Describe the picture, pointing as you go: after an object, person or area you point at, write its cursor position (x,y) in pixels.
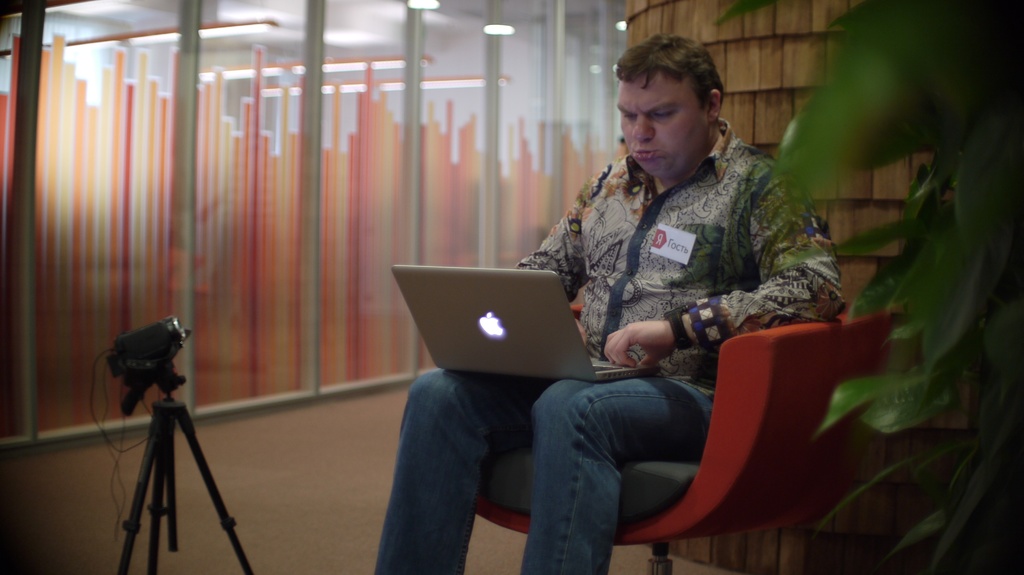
A man (677,339) is sitting on the chair (751,417) and working in the laptop (640,369) left side (244,219) there is a glass wall (231,215).
